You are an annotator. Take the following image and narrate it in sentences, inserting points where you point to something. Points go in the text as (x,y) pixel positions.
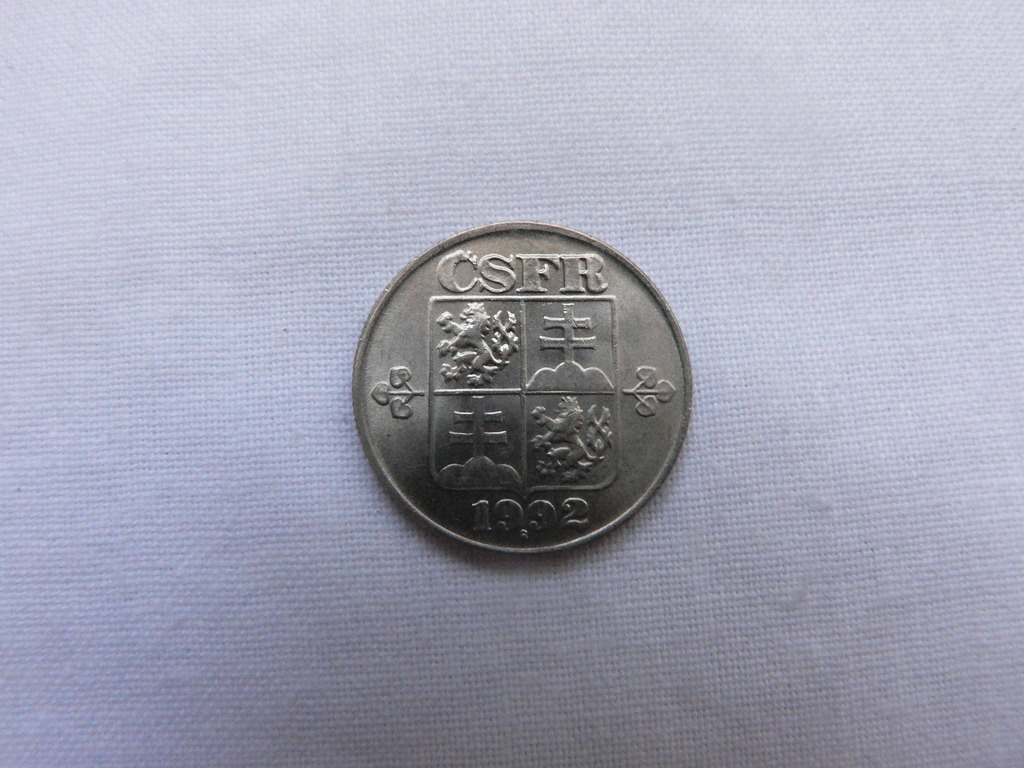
In this picture there is a coin (528,296) in the center of the image (596,296).
